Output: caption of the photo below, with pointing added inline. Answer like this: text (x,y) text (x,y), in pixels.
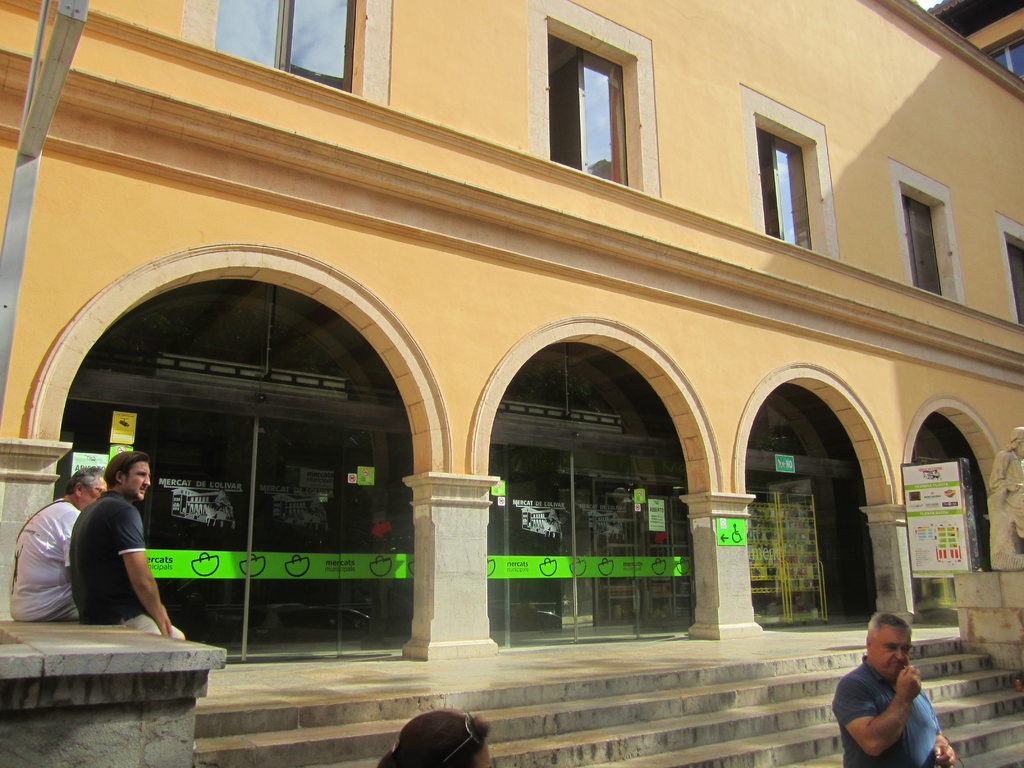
In this image I can see a building (837,198) with glass doors (570,456) and windows (783,168) I can see some people (400,767), a statue (1008,471), a board (918,503) with some text (949,506). I can see some labels (662,514) and stickers (492,577) on the glass (204,578) with some text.
